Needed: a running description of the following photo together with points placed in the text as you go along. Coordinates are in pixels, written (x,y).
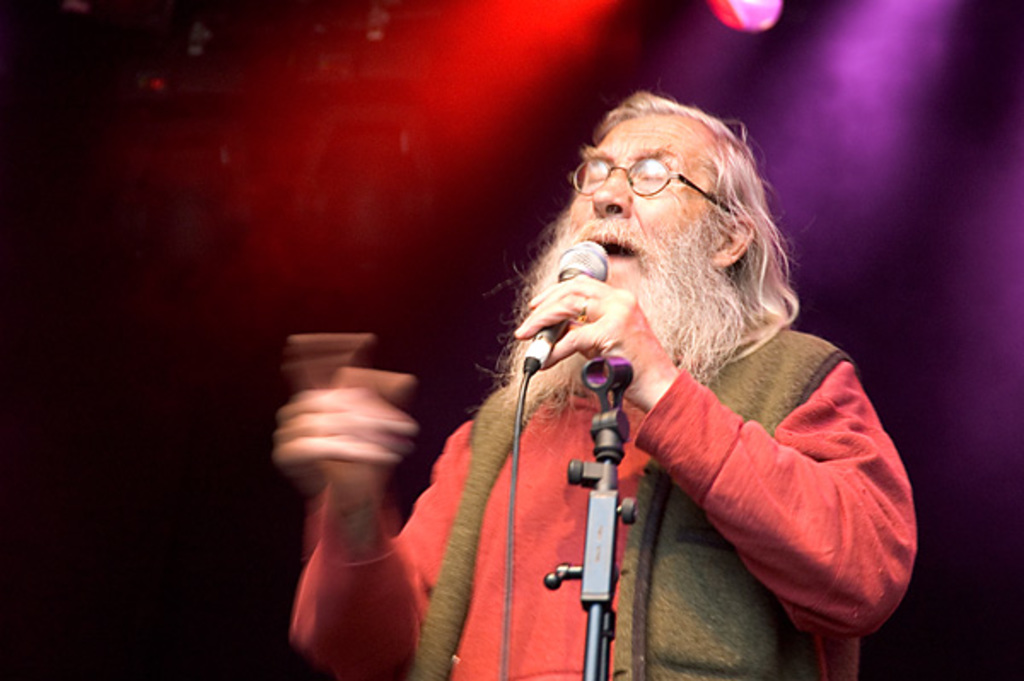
In this picture there is an old man (834,462) who is wearing spectacle (630,178), jacket (664,563) and red t-shirt (525,584). He is holding a mic (554,342) and he is singing. In front of him there is a mic stand (615,508). In the back (538,105) i can see the darkness (486,283). At the top (408,33) i can see the lights beam (593,57).
